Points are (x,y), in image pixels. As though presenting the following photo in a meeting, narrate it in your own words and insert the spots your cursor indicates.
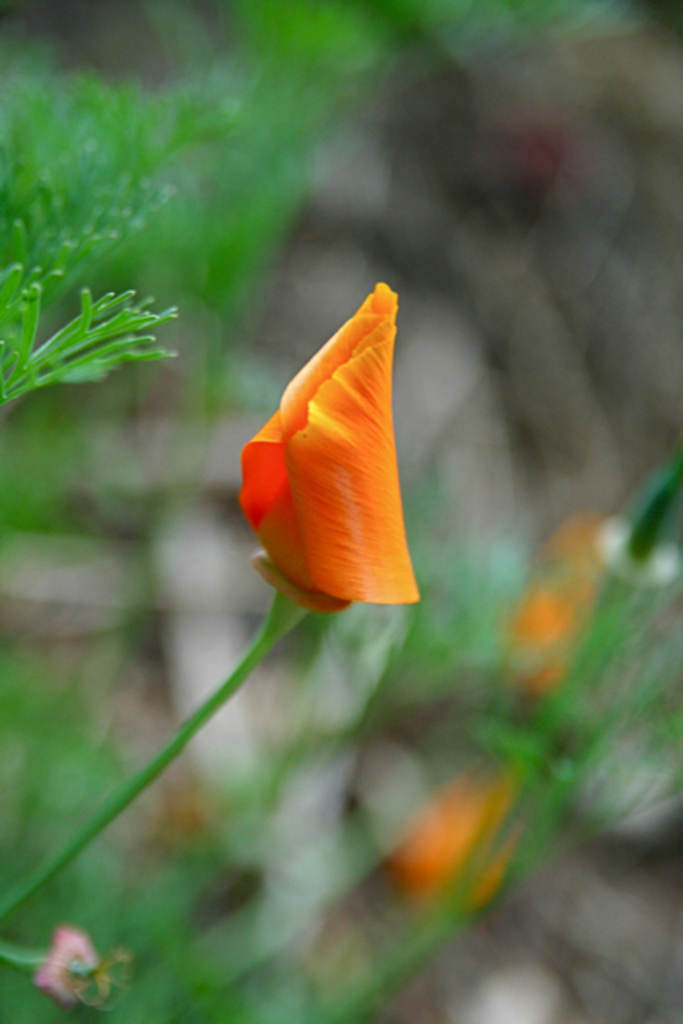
In the front of the image (291,455) I can see a flower (282,495) and stem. In the background of the image (379,650) it is blurry.
